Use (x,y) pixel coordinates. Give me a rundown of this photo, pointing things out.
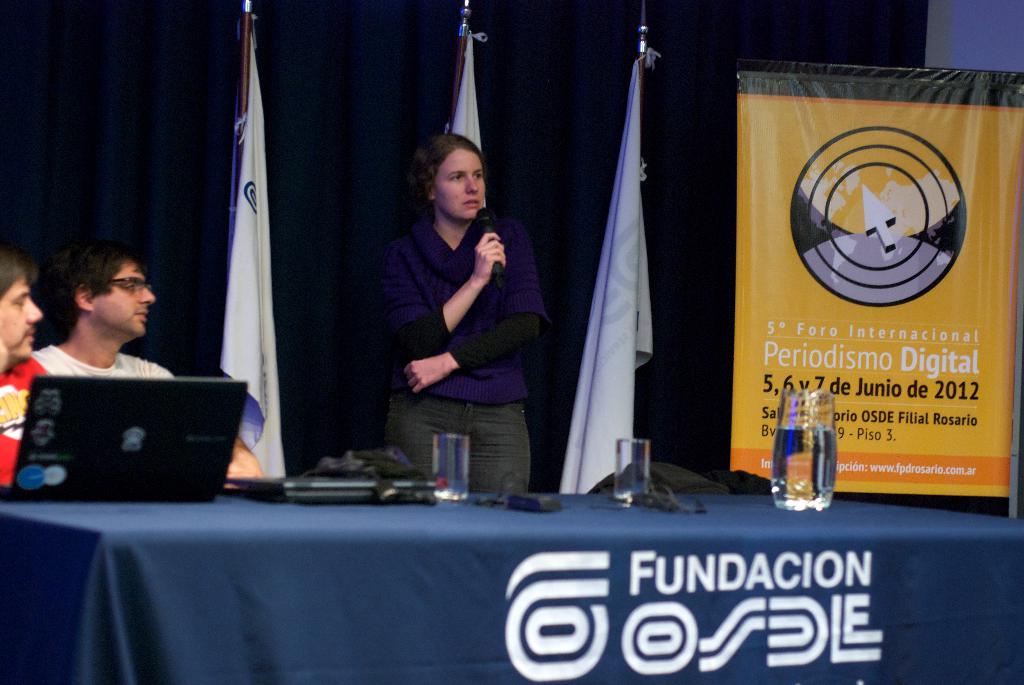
In this image these people (103,358) sitting and there is a laptop (95,421) on the table (355,670) in the foreground (88,395). There is a flex board (844,347) on the right corner (991,189). There is a person (512,238) standing and she is holding a mike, there are objects (805,508) on the table (657,566) in the foreground (604,666). There are flags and there is a curtain (727,42) in the background (670,258).
